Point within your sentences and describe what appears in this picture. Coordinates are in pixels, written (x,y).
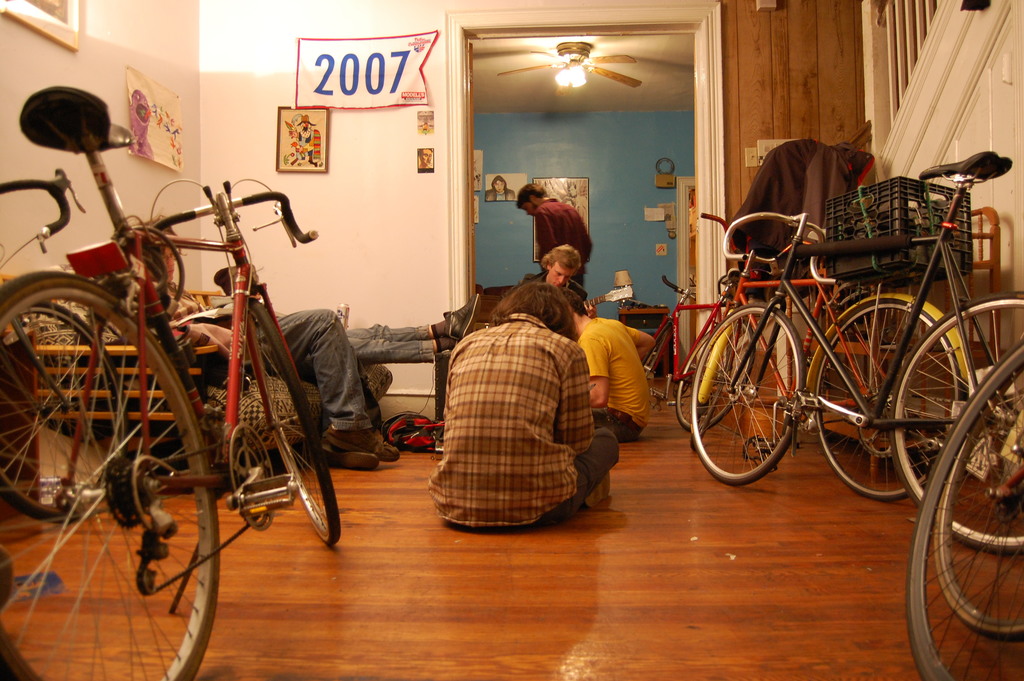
In the background (496,188) we can see the frames (508,195) on the wall (619,187) and a person (527,188) is standing. At the top (646,99) we can see the ceiling (641,70), lights (559,72) and a fan (622,74). On the left side of the picture (317,141) we can see the posters (409,33) and frames (291,139) on the wall (373,141). In this picture we can see the bicycles (971,477). We can see the people (518,407). Few are resting on the sofa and few are sitting on the floor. On the right side of the picture (958,108) it seems like the staircase (965,122). In this picture we can see few objects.
